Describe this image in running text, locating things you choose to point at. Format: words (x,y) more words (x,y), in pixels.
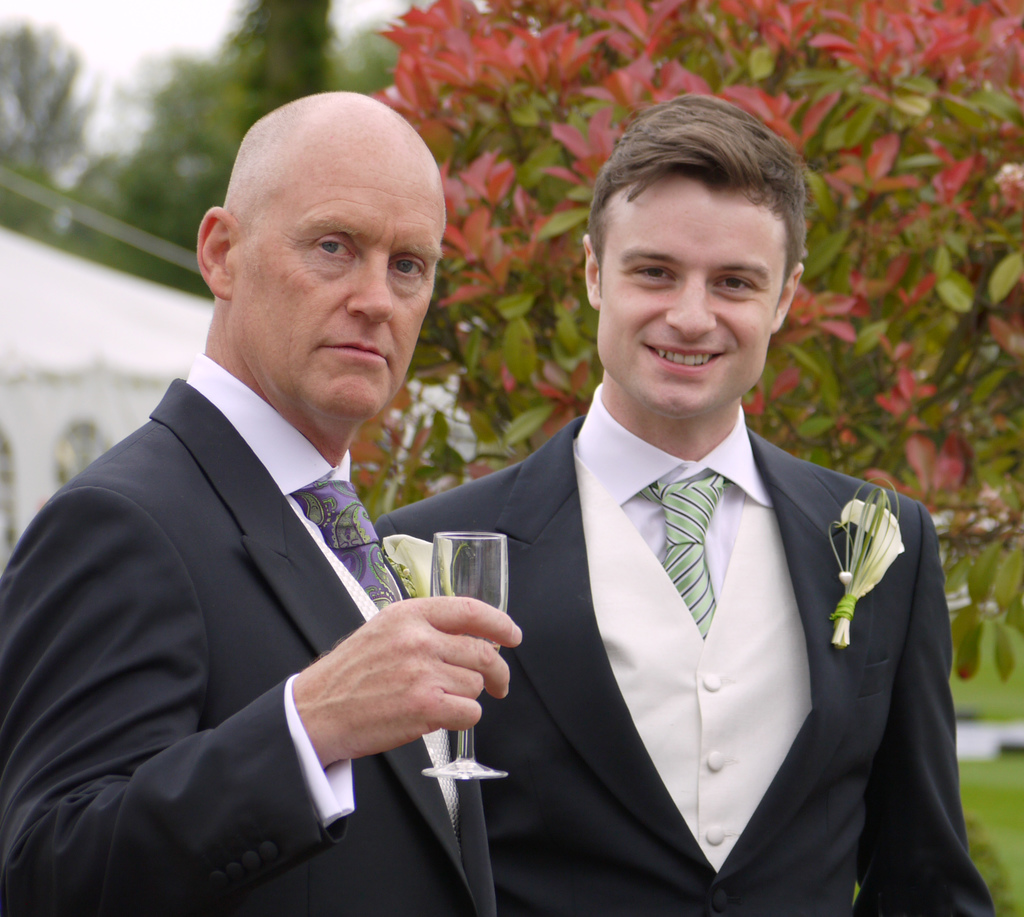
In the image there are two men (517,472) standing. There is a man (451,703) holding a glass (478,592) in his hand (509,638). Behind them there are leaves (677,48). And also there is a blur background (188,117).
